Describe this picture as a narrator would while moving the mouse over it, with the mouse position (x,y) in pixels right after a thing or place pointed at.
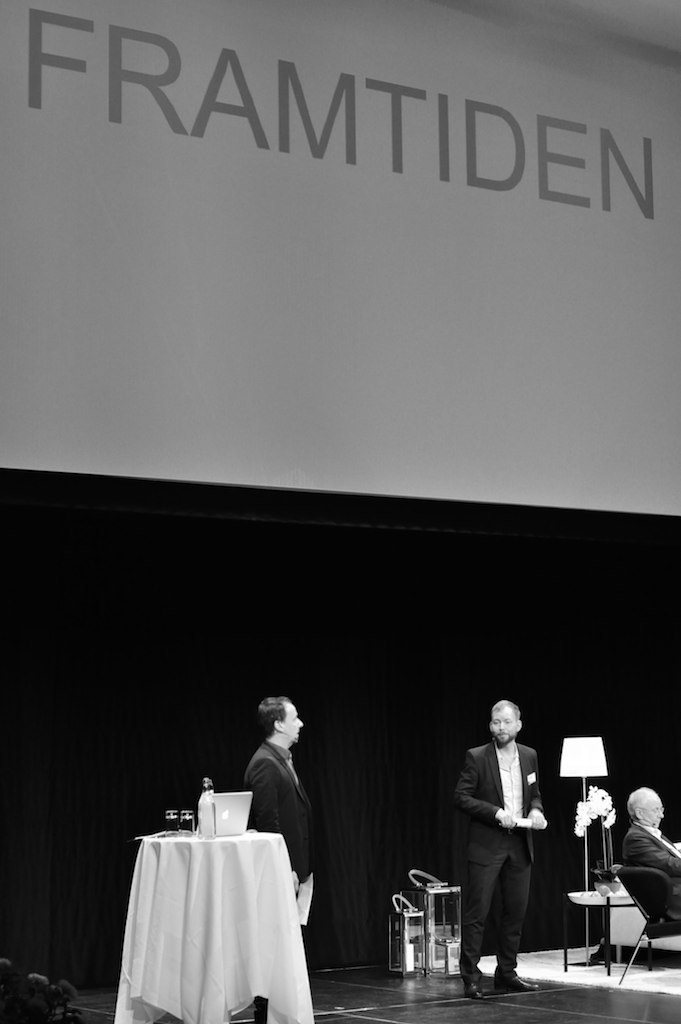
Two persons (492,760) are standing, person (671,848) sitting on the chair (664,910), on the table (245,912) there is laptop (225,827) and in the back (369,278) there is poster (395,258).
